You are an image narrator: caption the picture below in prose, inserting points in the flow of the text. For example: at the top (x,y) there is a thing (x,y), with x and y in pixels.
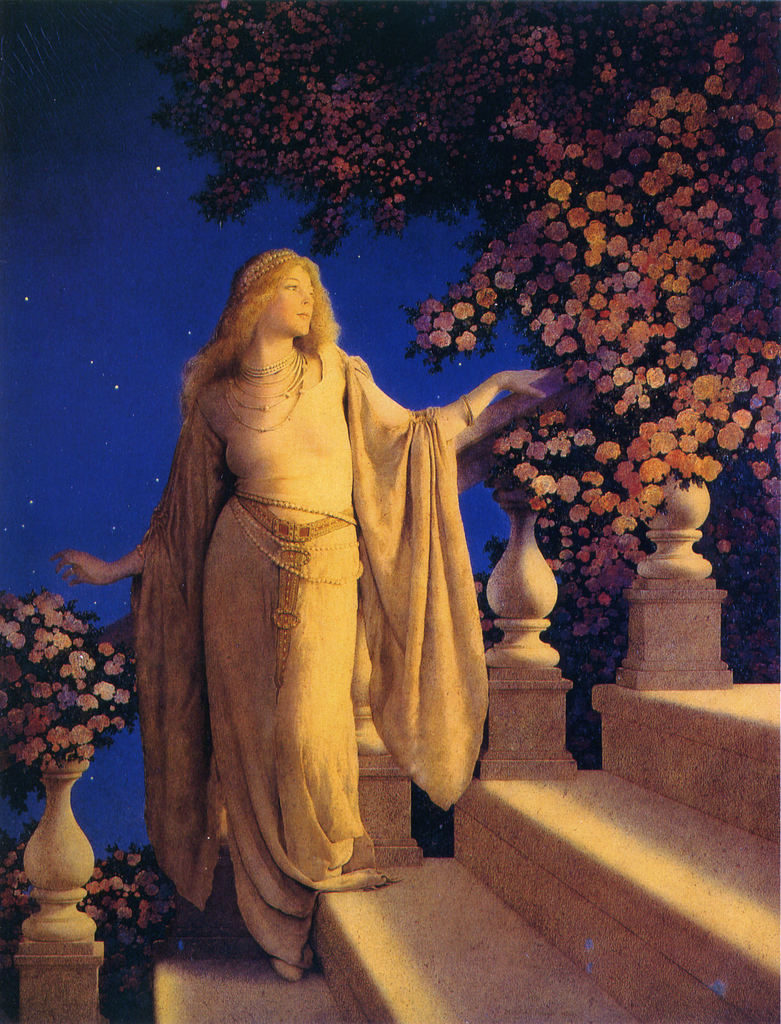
This is a poster. Here we can see a woman (346,629) standing on the steps (355,1004) and there is a tree (368,107) with flower (214,42) and we can see stars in the sky (129,296).
